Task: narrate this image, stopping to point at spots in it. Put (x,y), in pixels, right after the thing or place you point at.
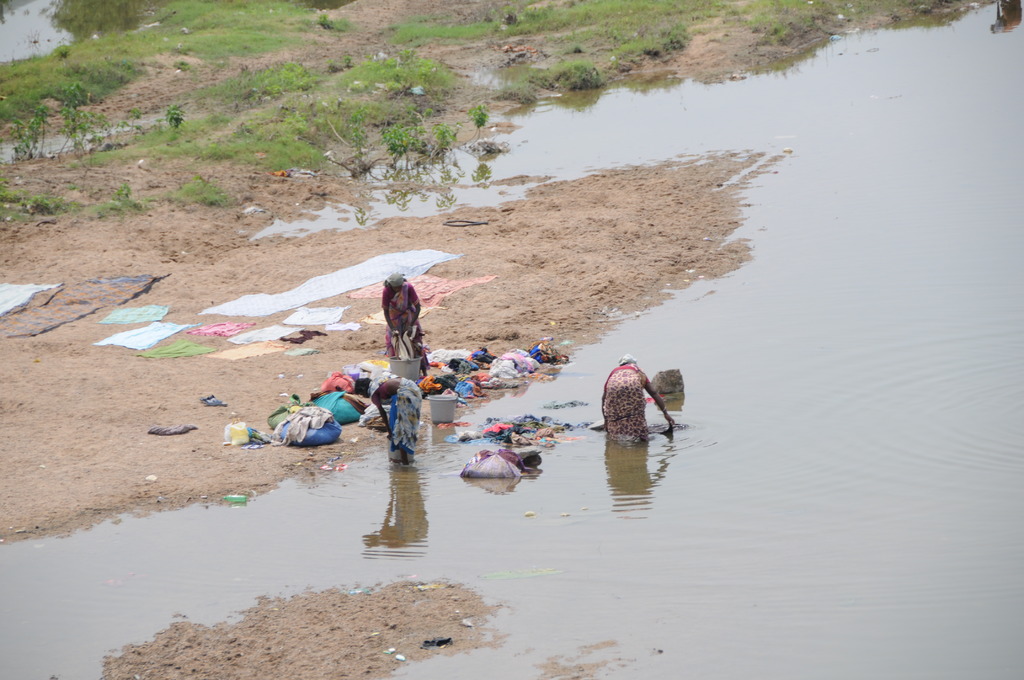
In this picture we can see two women (410,437) standing in the water (460,449). In front of the women (389,415), there are clothes (375,414), buckets (401,365) and another woman (397,335) on the sand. At the top of the image (351,28), there are plants (389,147) and grass (395,68).
